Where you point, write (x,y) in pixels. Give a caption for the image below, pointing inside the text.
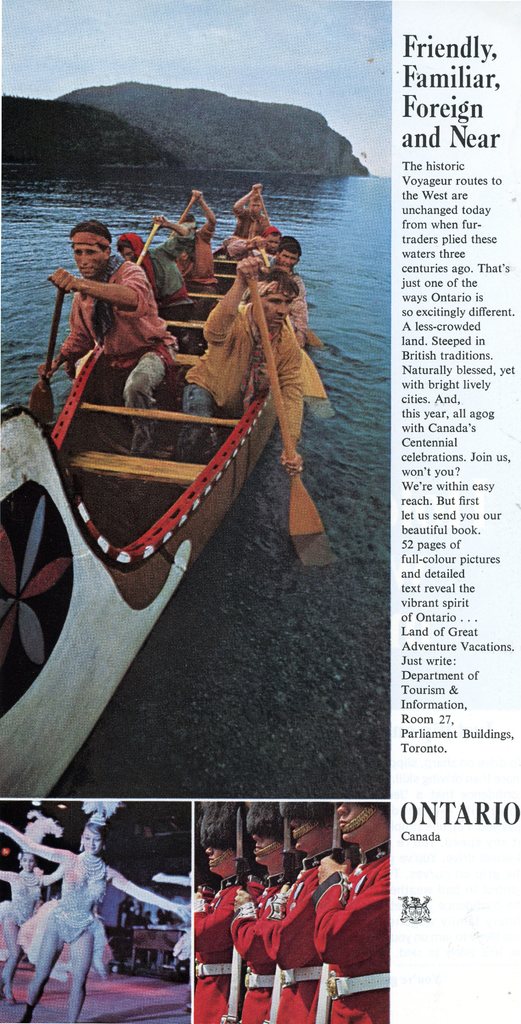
In this image in the middle (315,559), there is a poster (325,641) on that at the bottom (289,934) there are some people (282,917) and there are two women (75,886), they are dancing. At the top (172,315) there is a boat (154,509) on that there are some people (227,369) and hills (259,118), water (332,303), sky (317,73), clouds (152,48) and text (419,663).
